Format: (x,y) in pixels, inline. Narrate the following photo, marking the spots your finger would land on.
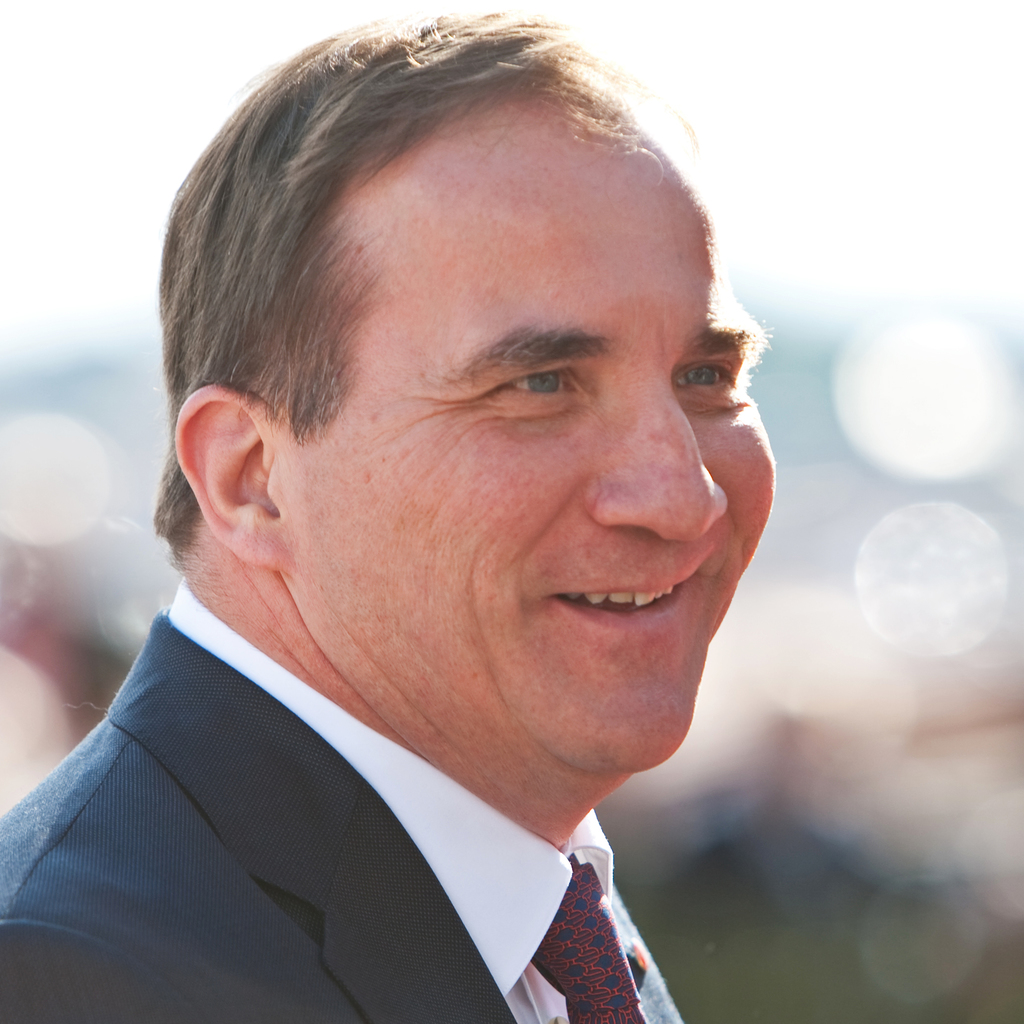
In the image I can see a person (355,766) is wearing a blazer (363,888) and smiling.
